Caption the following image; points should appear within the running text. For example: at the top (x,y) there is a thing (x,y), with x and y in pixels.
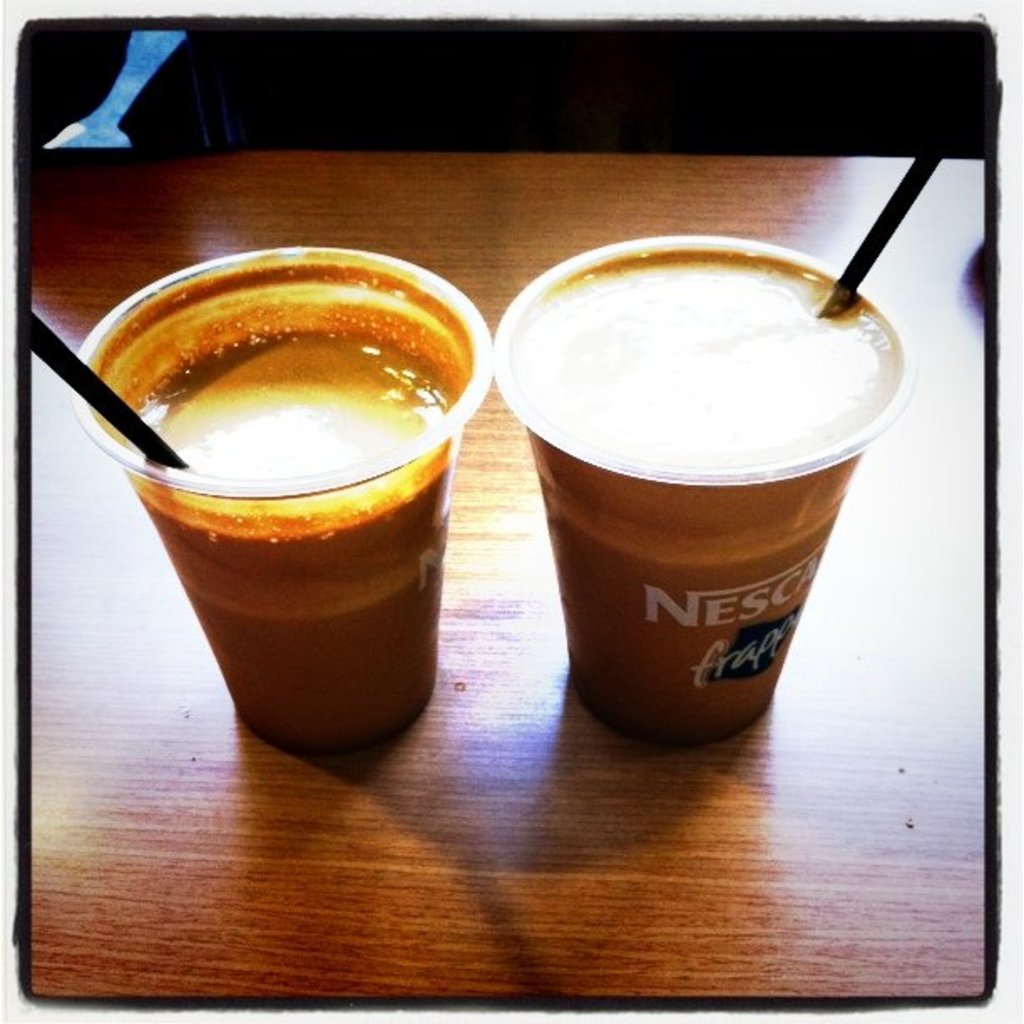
This is an edited image with the borders (312,22). In the foreground (401,270) we can see the two glasses (572,543) of drinks (366,352) seems to be the coffee (226,475), containing straws (90,394), the glasses (682,518) are placed on the top of the table (680,768).
